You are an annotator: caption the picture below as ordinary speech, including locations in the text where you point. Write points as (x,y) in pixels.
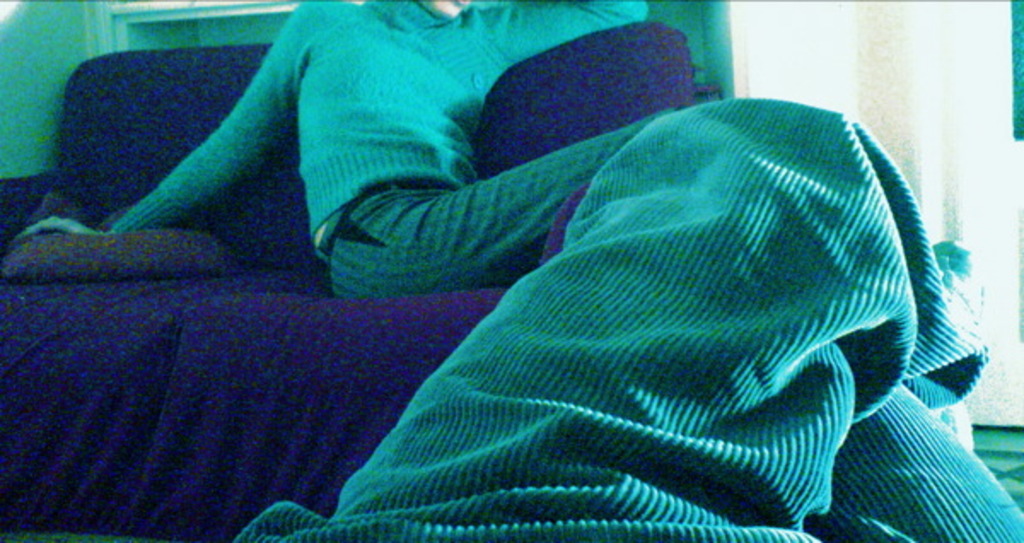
In this image we can see a person (436,227) is sitting on a couch (250,197) and there are pillows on it. At the bottom (595,411) we can see clothes (883,337). In the background (165,16) we can see wall (63,53) and objects (948,311).
